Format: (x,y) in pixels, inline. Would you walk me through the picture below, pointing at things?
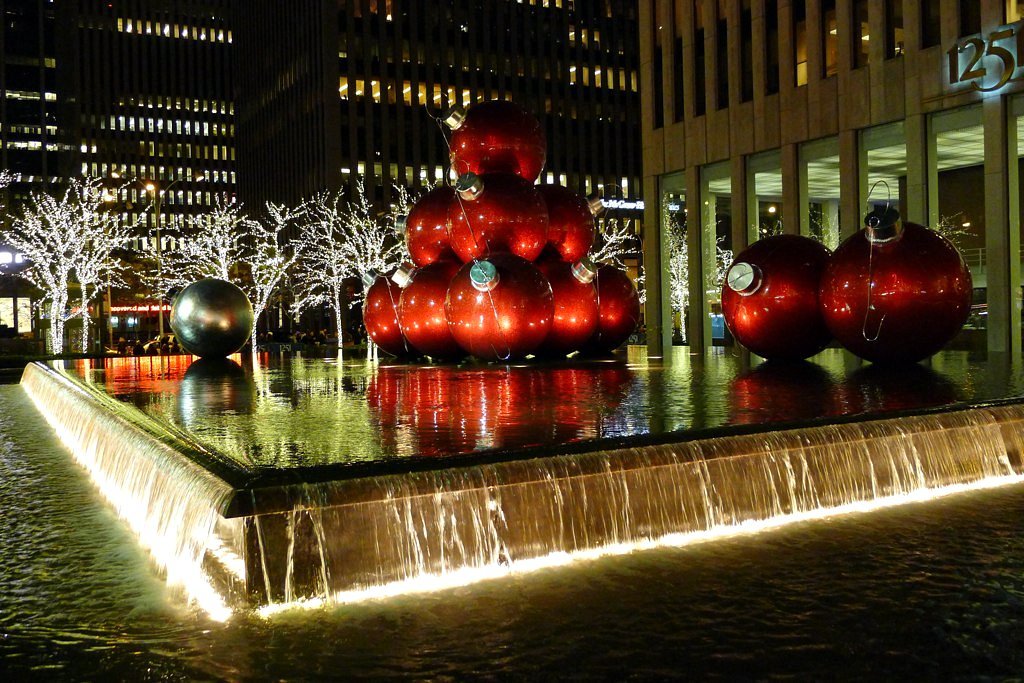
In the image we can see the water (441,544) and some decors (527,336). Here we can see the buildings (388,121) and the windows (699,66) of the buildings (405,145). Here we can see trees (270,240) and light poles (149,185).
